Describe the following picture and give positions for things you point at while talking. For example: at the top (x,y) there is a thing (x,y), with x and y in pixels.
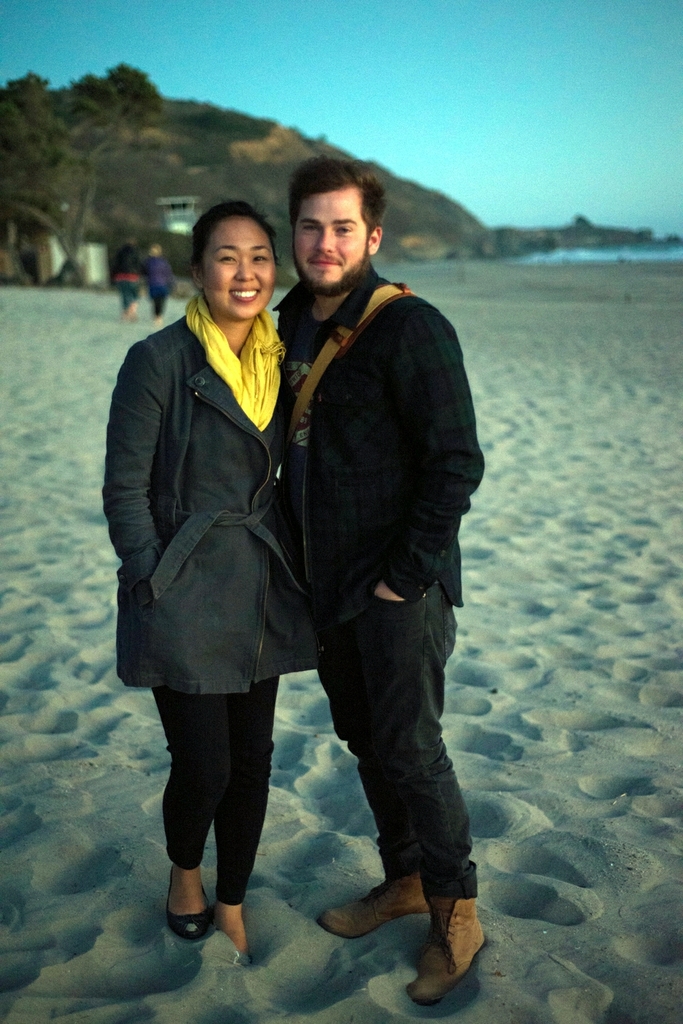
In this image I can see two people (254,552) with black and yellow color dresses (198,517) and these people (250,622) are standing on the sand (266,866). In the background (378,10) I can see the trees (11,245), few more people (123,257), mountains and the sky (412,100). To the right (592,258) I can see the water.
